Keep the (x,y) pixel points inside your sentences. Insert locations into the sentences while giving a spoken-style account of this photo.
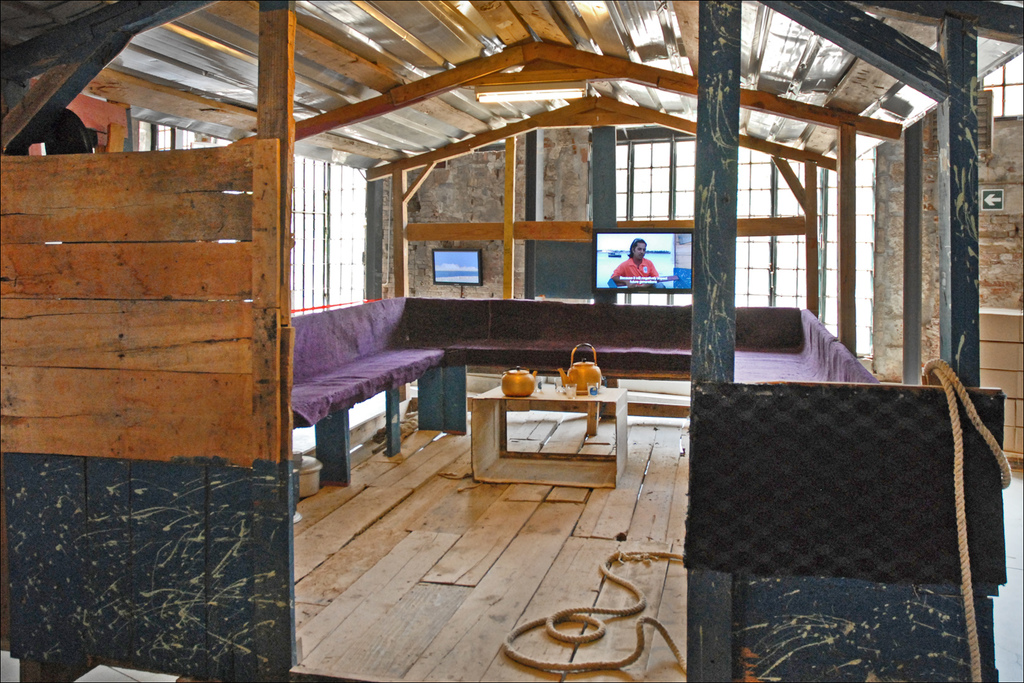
In front of the image there are wooden walls (83,352) and also there are poles (285,383). Behind the walls (784,397) there are benches (686,350) with cloth (483,325). And also there is a wooden table (588,466) with kettles (531,393) and glasses (574,392) on it. Behind the benches (606,306) there are television screens (603,260). And also there are wooden poles (770,222) and roofs (812,94). There are windows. And also there is a wooden floor (573,681) with a rope (660,557) on it. On the right corner of the image (996,237) there is a wall (998,224) with a sign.
